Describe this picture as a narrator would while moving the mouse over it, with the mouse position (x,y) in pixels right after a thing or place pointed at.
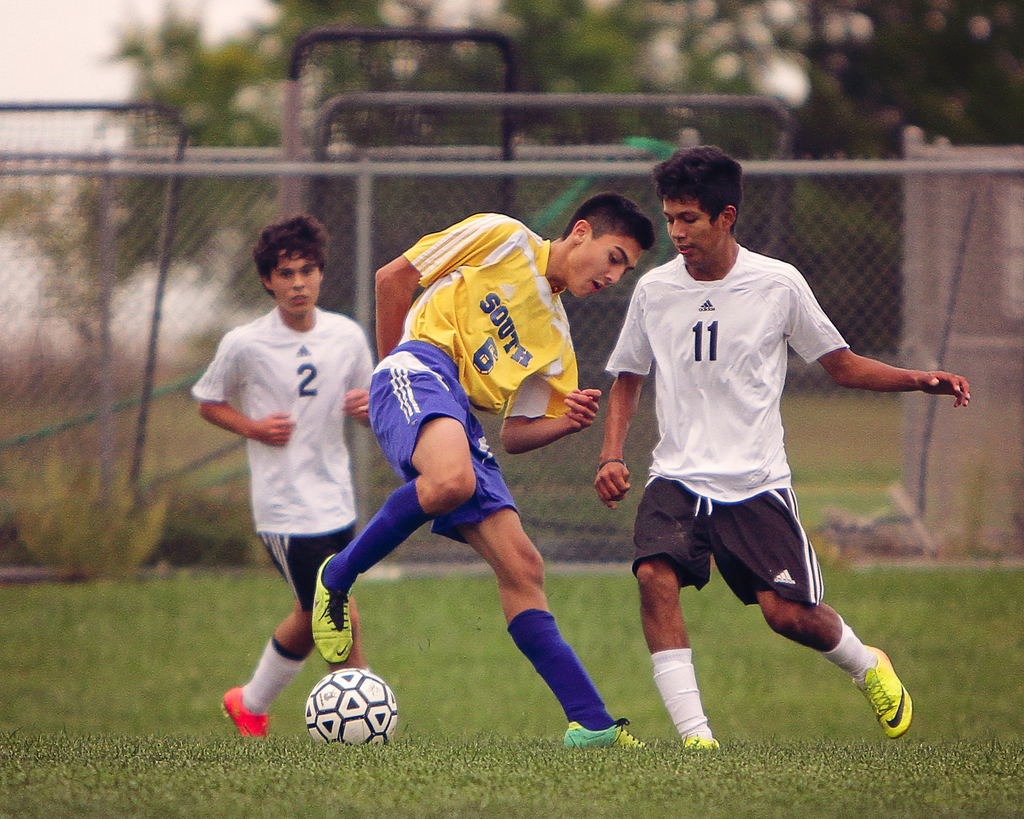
There are two people (746,494) running and this person (504,579) in motion. We can see ball (382,693) on the grass (440,679). In the background (461,157) we can see fence (421,191), trees (888,7) and sky (44,62).
